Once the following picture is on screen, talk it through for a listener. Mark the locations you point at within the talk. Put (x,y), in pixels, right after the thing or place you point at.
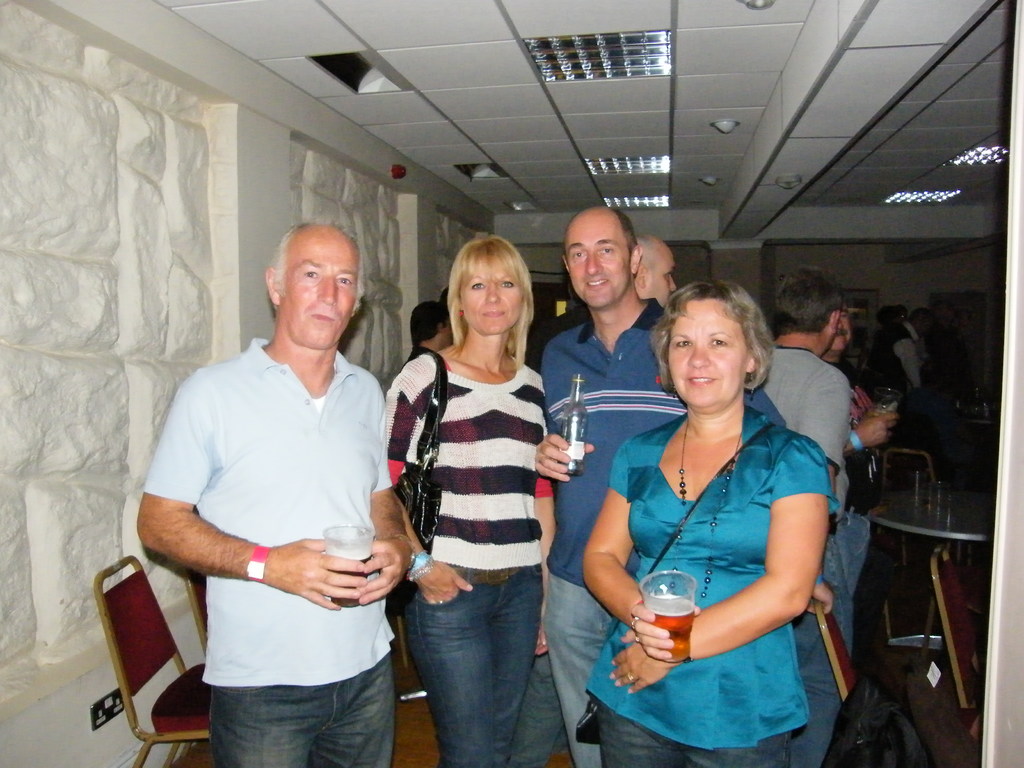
There are two men (600,454) and two women (745,556) standing. This looks like a table (931,527). These are the chairs (149,642). I can see the ceiling lights (582,65), which are attached to the roof (826,143). I can see groups of people (845,316) standing. This is the wall (206,214).
